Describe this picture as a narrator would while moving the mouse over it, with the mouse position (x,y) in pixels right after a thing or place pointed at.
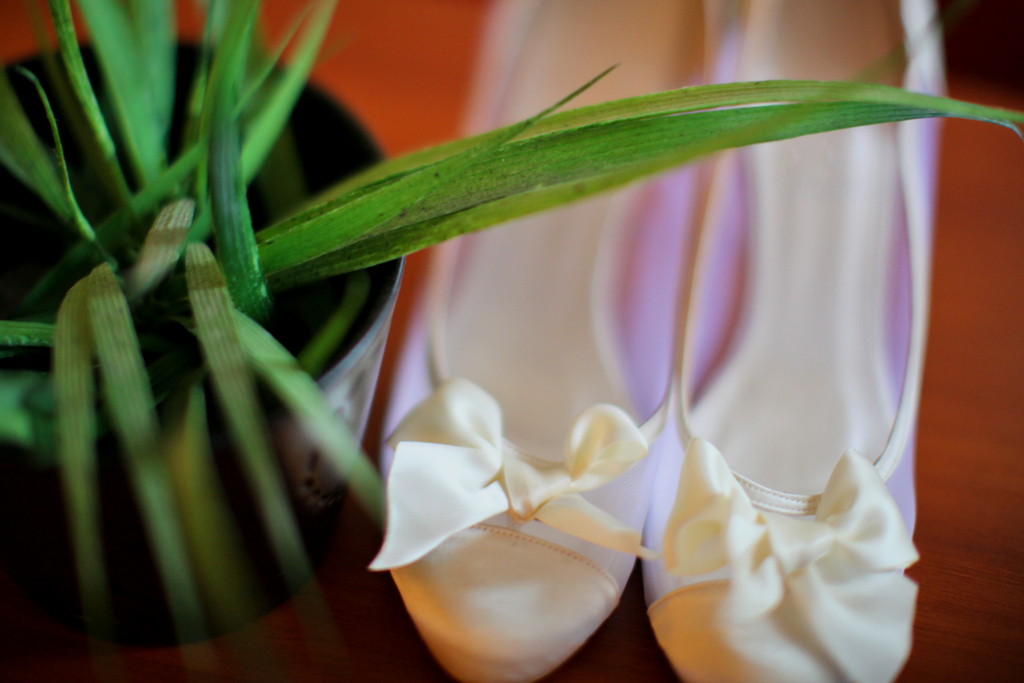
In the picture we can see a house plant (190,497) and beside it we can see a pair of the foot wear (506,549).
